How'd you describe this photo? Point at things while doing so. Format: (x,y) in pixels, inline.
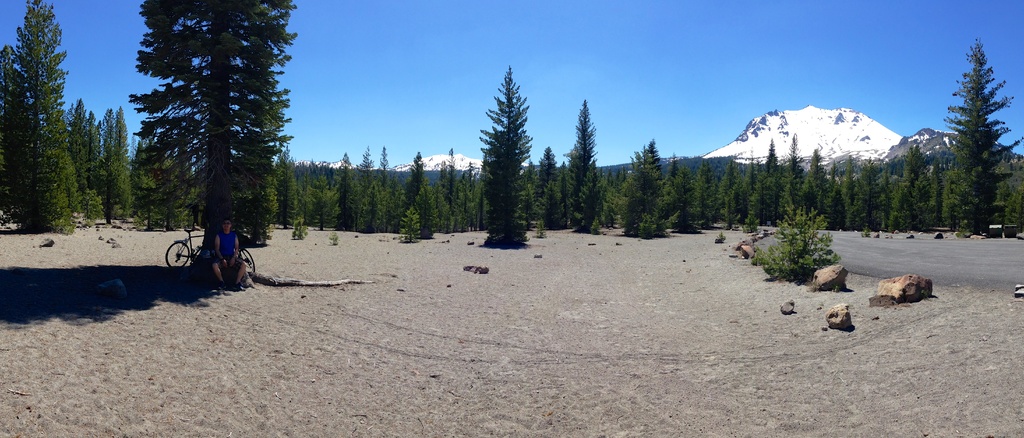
In this picture we can see a person (227,259) sitting under the tree (208,241). There is a bicycle (192,256) and a few stones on the path (92,249). We can see a few trees (16,179) from left to right. There are some mountains (807,137) covered with the snow (462,159) in the background (868,144). Sky (624,147) is blue in color.
